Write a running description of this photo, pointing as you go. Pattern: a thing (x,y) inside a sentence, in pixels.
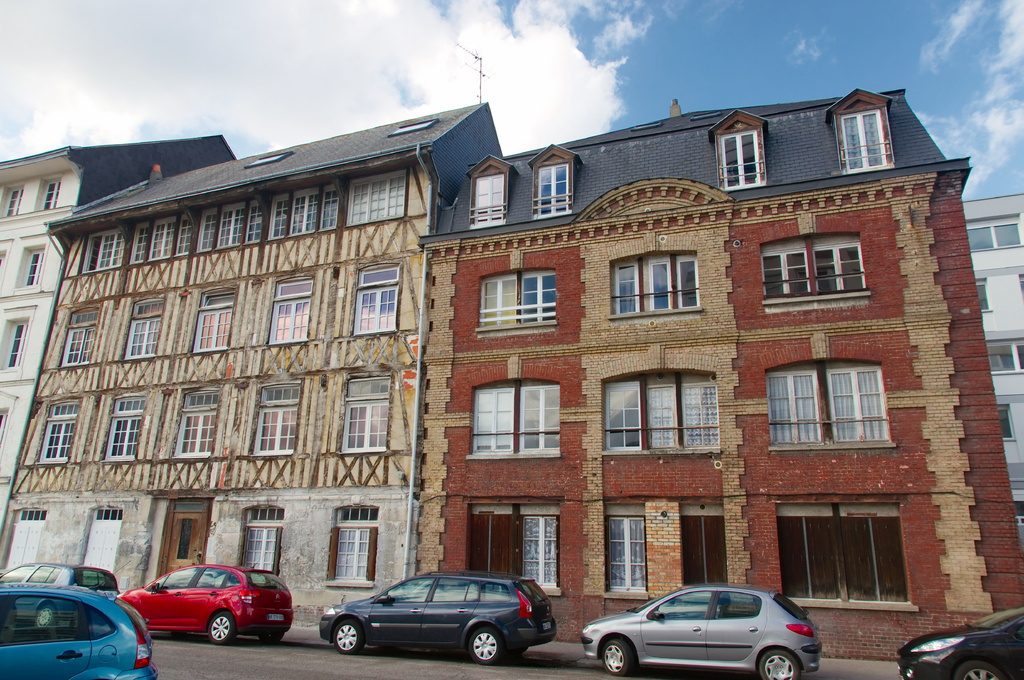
In this image we can see buildings (401,306), windows (306,325), vehicles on the road (424,670), we can see the sky (472,74) with clouds (348,109).
